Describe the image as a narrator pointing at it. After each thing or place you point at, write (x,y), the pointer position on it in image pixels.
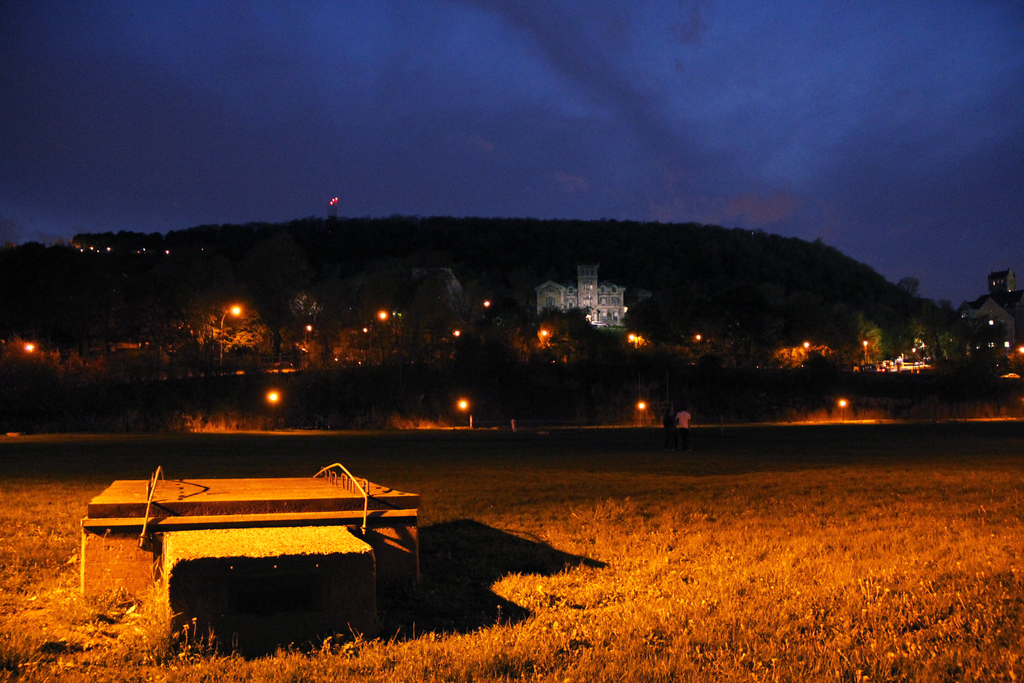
In this picture we can see table (98,587) placed on the grass (878,566), behind we can see buildings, trees (496,338), lights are on the hill (646,315).
